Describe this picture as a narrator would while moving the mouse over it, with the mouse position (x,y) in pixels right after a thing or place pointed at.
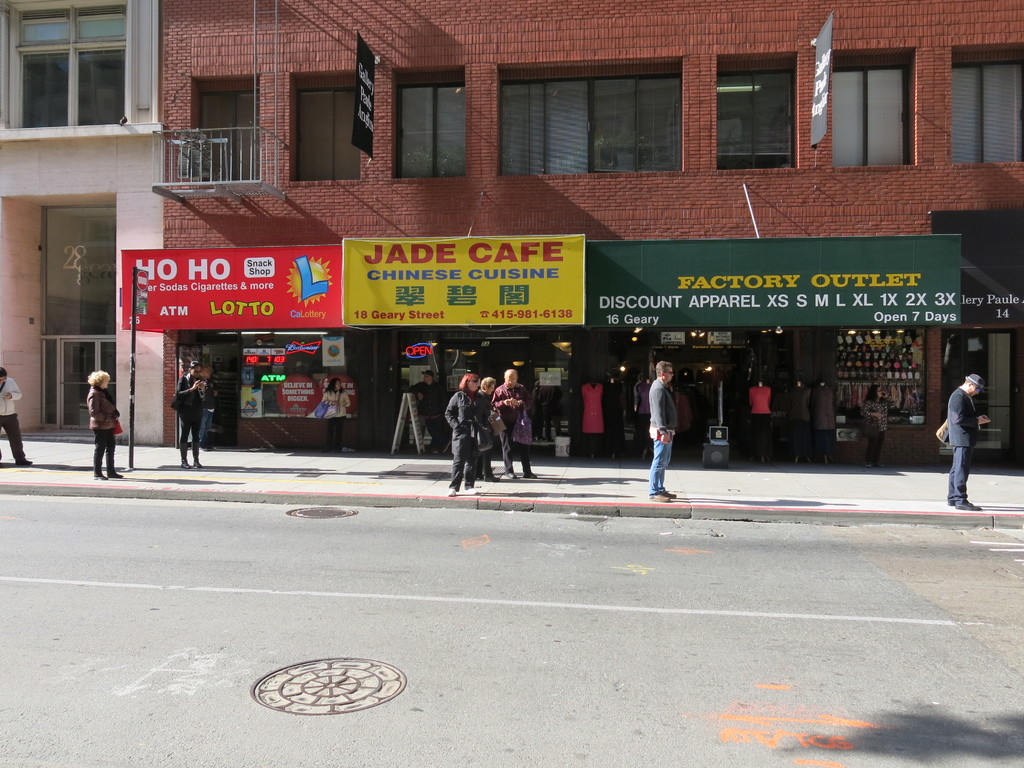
In this picture we can see road (342,541) and boards (148,281) on pole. There are people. In the background of the image (478,164) we can see buildings (348,199), railing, boards (134,250), stores (396,421) and windows (911,404).
